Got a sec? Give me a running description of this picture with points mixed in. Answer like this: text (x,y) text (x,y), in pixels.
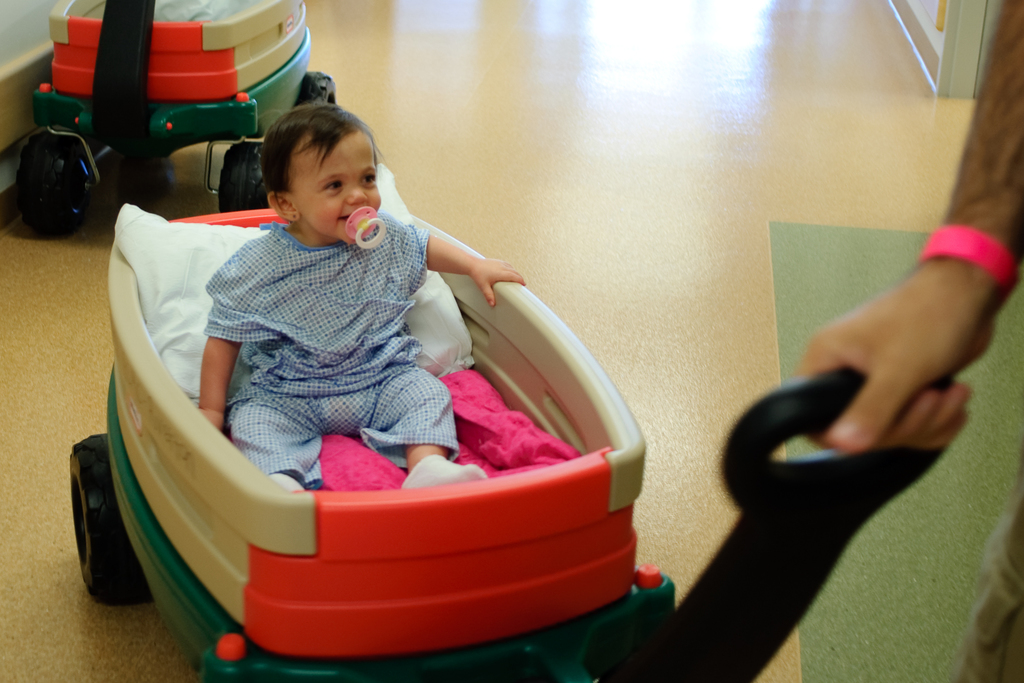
In this image we can see two trolleys (257,493), a person (868,428) holding a trolley (736,548) and a baby (322,309) sitting on the trolley (819,490) with some object (357,229) in his mouth (346,225).
